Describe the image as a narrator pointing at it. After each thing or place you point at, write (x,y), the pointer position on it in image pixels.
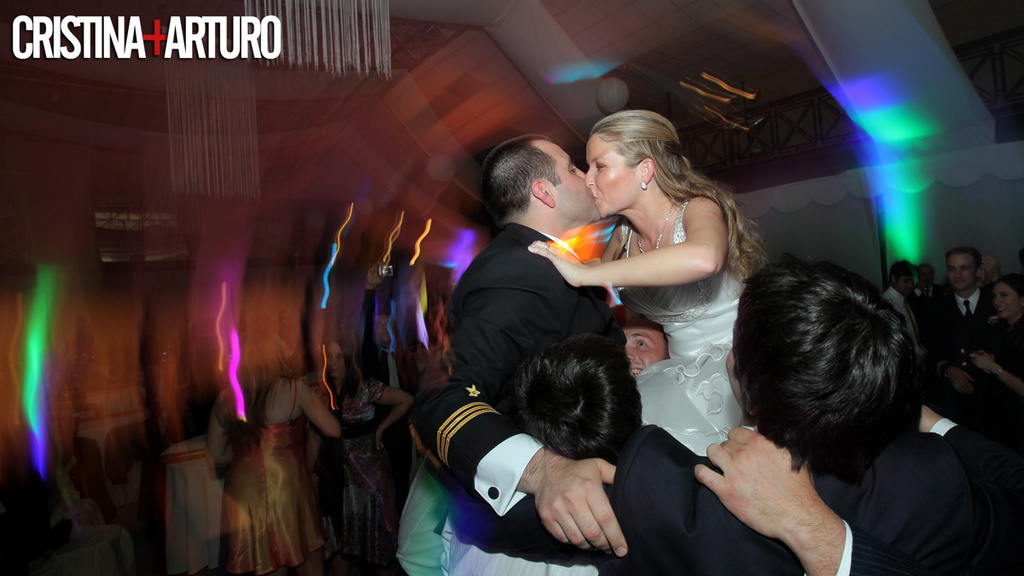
In this image I see a man (522,198) and a woman (628,238) who are kissing each other and I see number of people (574,375) and I see the watermark (116,25) over here. In the background (152,316) I see the wall (850,209) and I see the railing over here and I see the lights (873,124) which are colorful.
